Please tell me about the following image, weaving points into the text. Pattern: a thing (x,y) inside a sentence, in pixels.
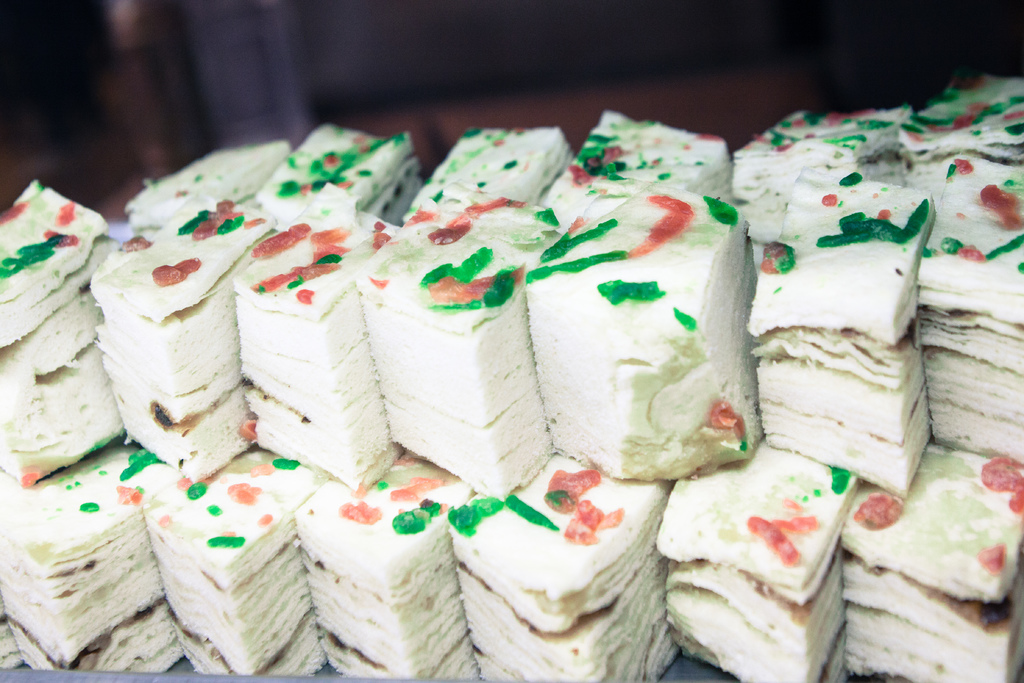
In this picture, I can see a small cake pieces (684,269).
